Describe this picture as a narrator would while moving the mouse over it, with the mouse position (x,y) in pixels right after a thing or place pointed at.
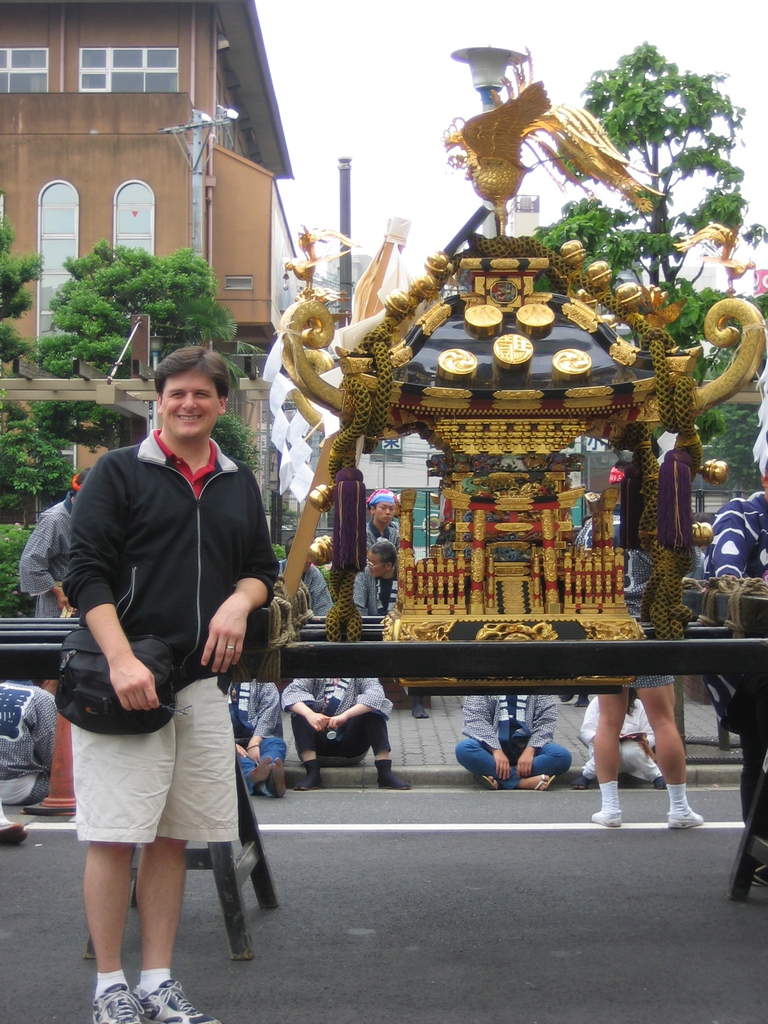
In this image I can see a building (141,30), windows (134,227), trees (188,335), poles (344,220) and few people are sitting on the road (263,811). In front (221,770) I can see a person (204,653) is wearing a bag (158,636). I can see a colorful object (547,498) and sky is in white color.
